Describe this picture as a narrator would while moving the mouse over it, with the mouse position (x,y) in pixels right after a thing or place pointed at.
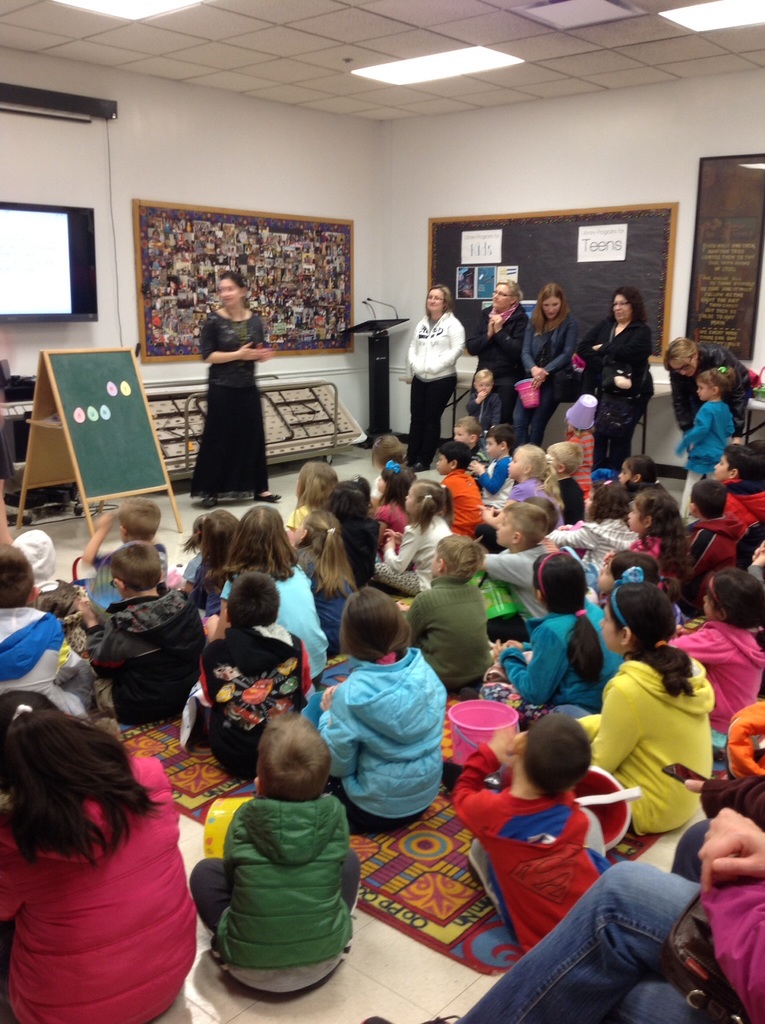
There are many children (388,618) sitting on the floor (388,934). On the floor (384,944) there is a carpet (421,910). Also there is a bucket (458,743). On the sides some are standing. There is a board (81,423). In the background (138,132) there is a wall (260,176). On the wall (278,173) there are two boards (460,261). On that somethings (284,265) are pasted. On the ceiling (298,59) there are lights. Also there is a screen (67,272) on the wall (119,177).
